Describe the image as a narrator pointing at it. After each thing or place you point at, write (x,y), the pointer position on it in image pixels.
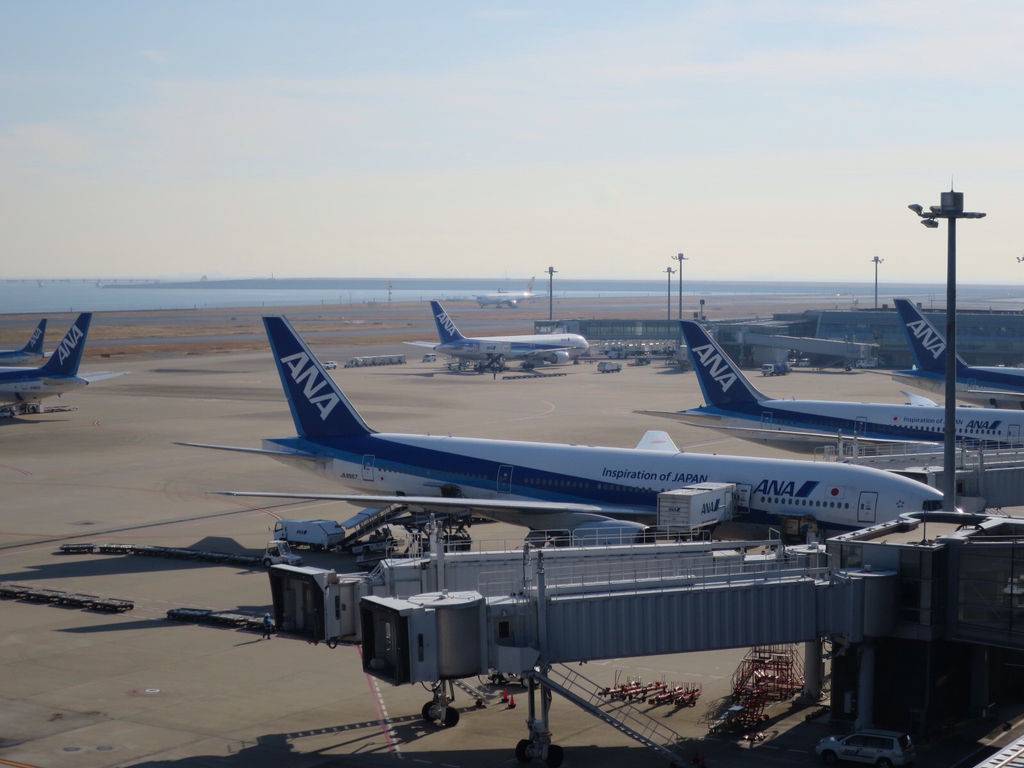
In this image, we can see some airplanes (59,359) and poles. There is a building (970,536) and car (884,752) in the bottom right of the image (912,726). There are airplane boarding bridges (559,642) at the bottom of the image (510,656). At the top of the image (434,102), we can see the sky (566,182).
